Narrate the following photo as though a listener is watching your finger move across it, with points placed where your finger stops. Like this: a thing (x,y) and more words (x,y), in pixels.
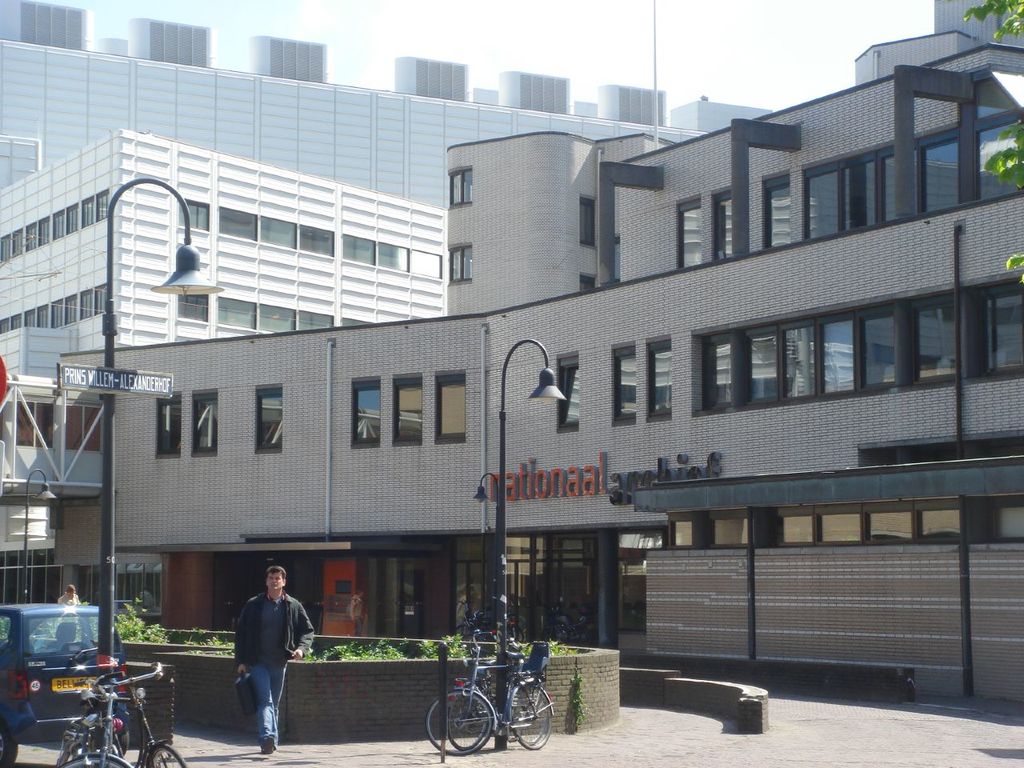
In the background of the image (610,108) there are buildings (427,196). There are light poles (524,341). At the bottom of the image (40,703) there are bicycles (535,699), car (17,612). There is a person (272,720) walking on the road (680,743).
